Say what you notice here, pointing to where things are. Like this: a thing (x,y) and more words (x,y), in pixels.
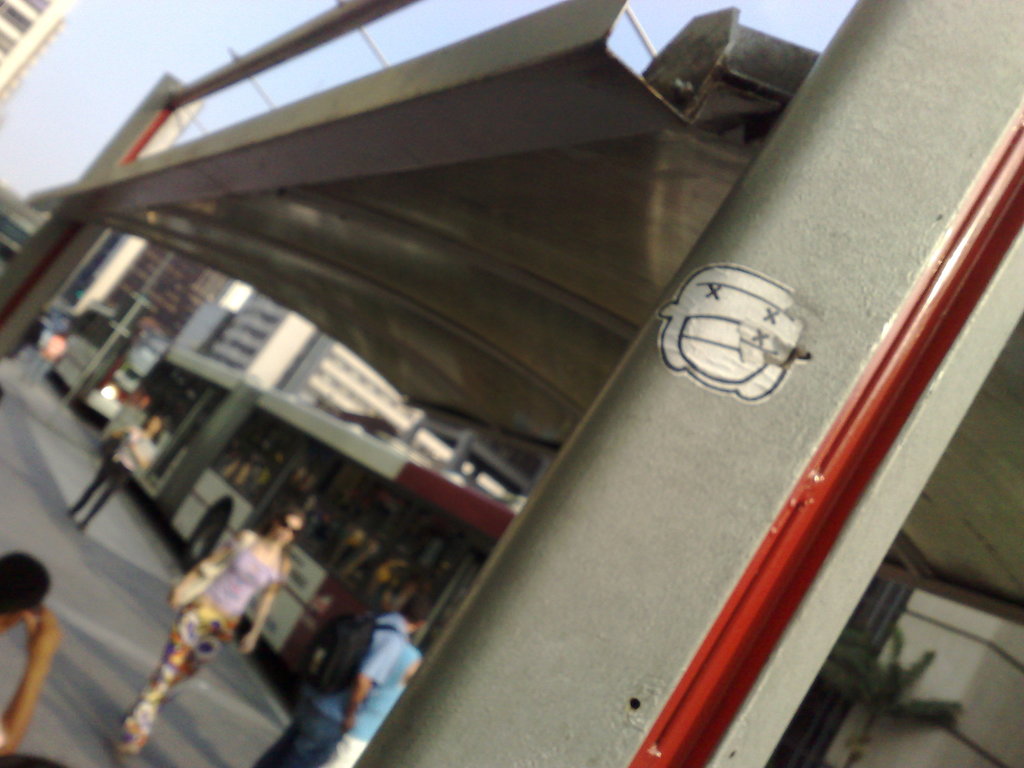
Here we can see vehicles (318,599), pillars (493,760), buildings (270,322), and few persons (308,730). In the background (245,42) there is sky (685,17).
